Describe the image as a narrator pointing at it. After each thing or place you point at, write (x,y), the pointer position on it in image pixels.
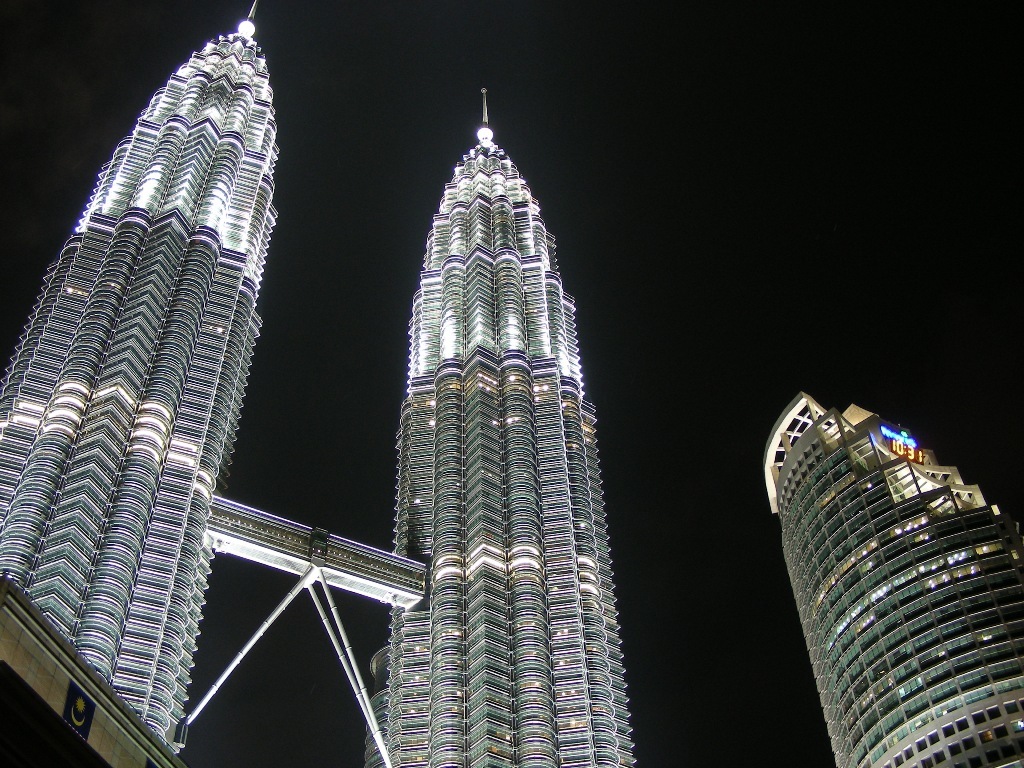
In this picture we can see there are skyscrapers (99,466) and a building (878,466). Behind the skyscrapers (140,377) there is the dark background (300,122).
